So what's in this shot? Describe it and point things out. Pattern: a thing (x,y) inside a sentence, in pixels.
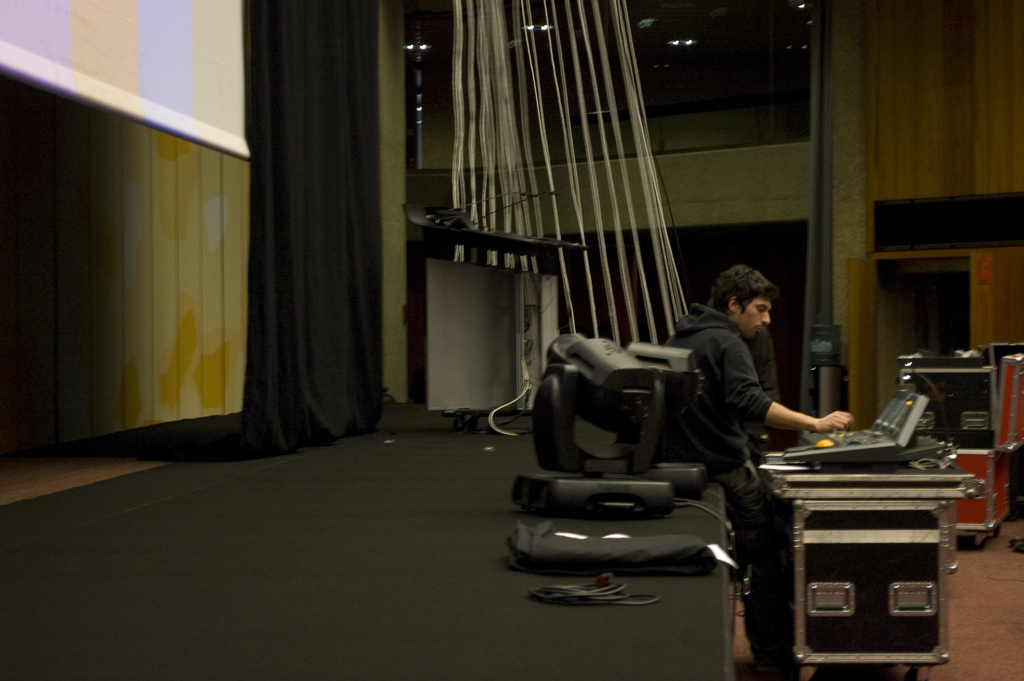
In this image there are objects (634,370) on the stage (389,501), there is a wall (134,250), there is a curtain (324,257), there is a person (720,475), there is a controller (868,442) on the surface (865,566), there is an object (981,441) towards the right of the image (967,423).
